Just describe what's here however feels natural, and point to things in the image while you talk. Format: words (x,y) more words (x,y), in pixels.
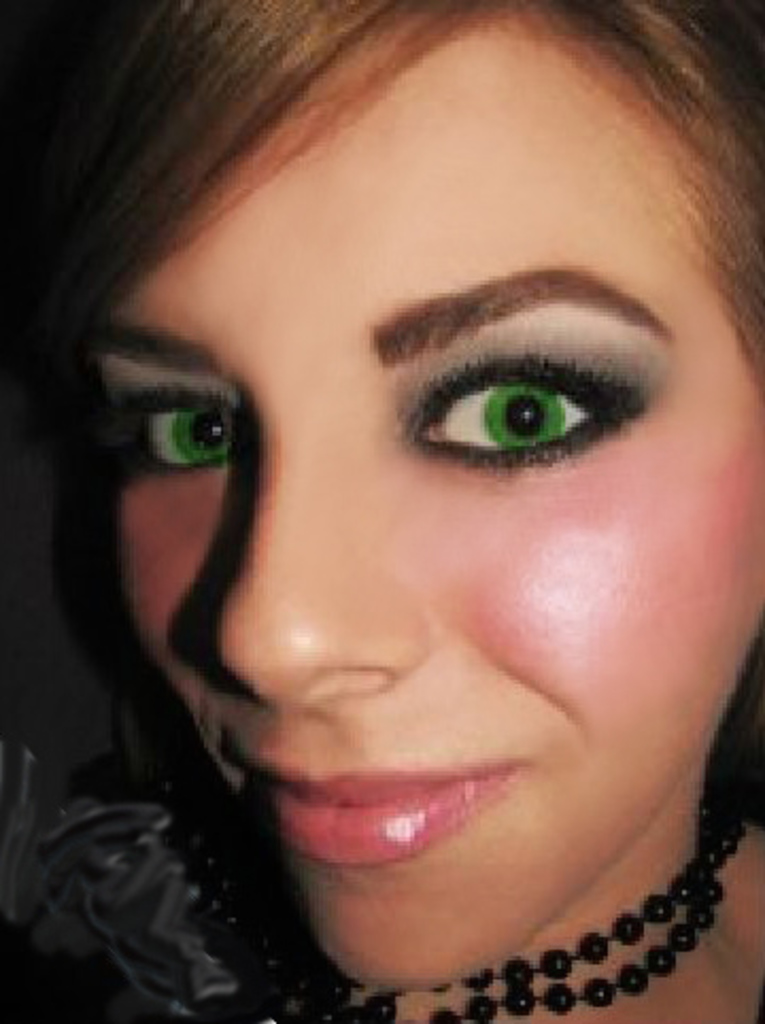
Here we can see woman face (339,395) and wore chain (488,1009).
